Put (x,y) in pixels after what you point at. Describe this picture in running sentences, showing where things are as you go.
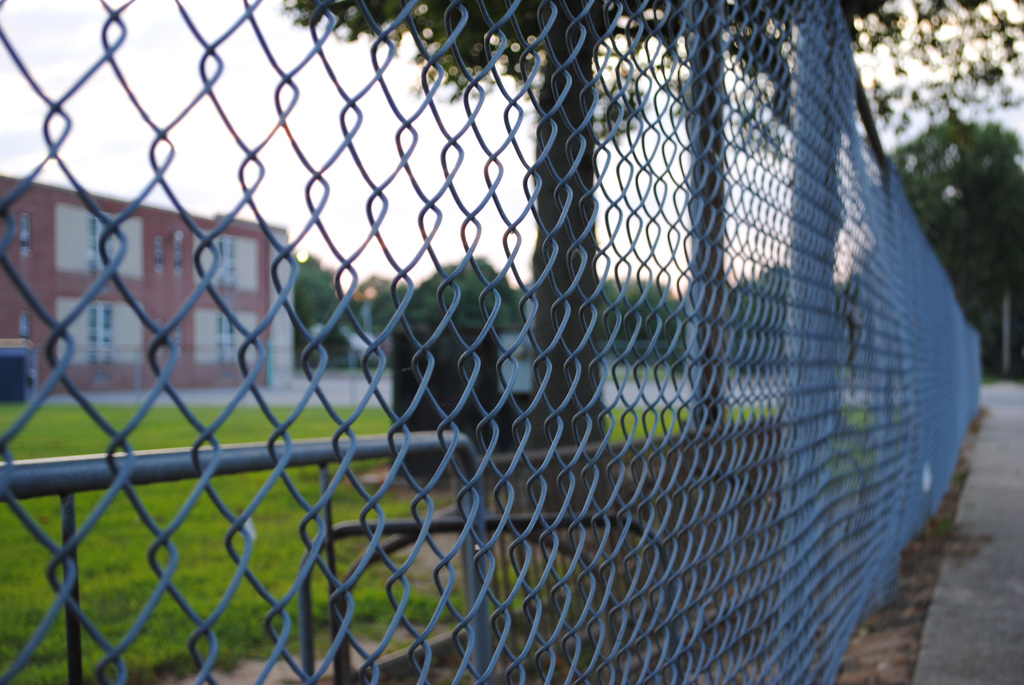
In this picture I can see a building (186,295) on the left side (87,282) and I can see metal fence (371,662) and few trees (970,198) in the back (965,275) and I can see cloudy sky (300,124) and grass (15,520) on the ground (241,440).
